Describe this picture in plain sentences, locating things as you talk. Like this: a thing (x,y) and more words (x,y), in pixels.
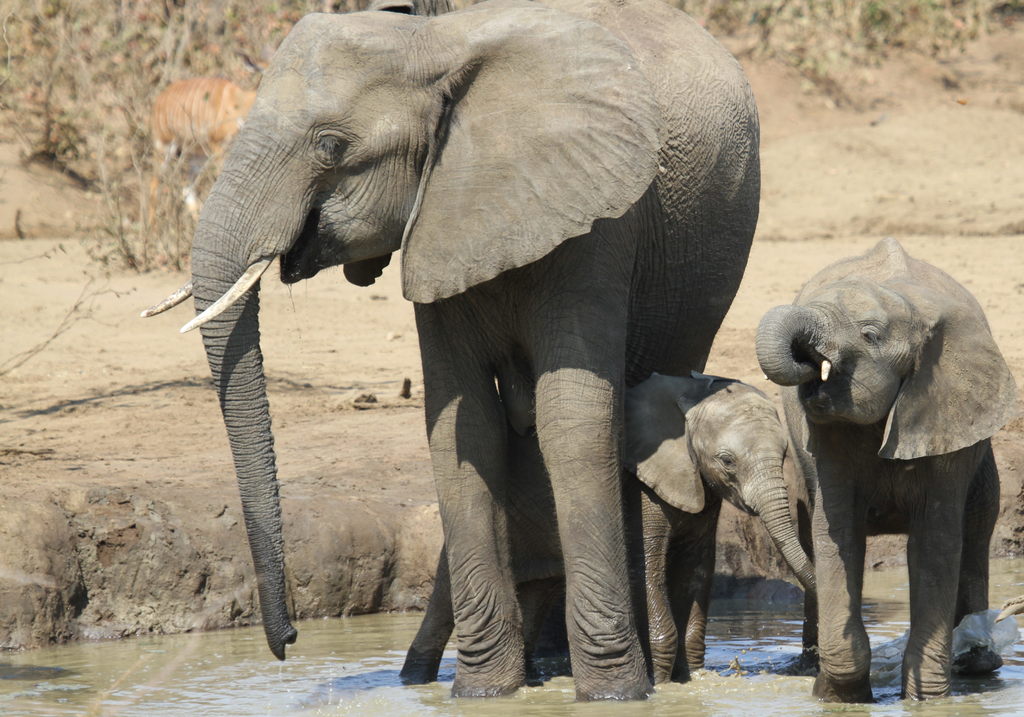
In this picture we can observe three elephants (562,432) in the water (155,657). In the background (220,101) we can observe a deer (164,141). We can observe some dried plants (143,48) on the ground (146,304).
